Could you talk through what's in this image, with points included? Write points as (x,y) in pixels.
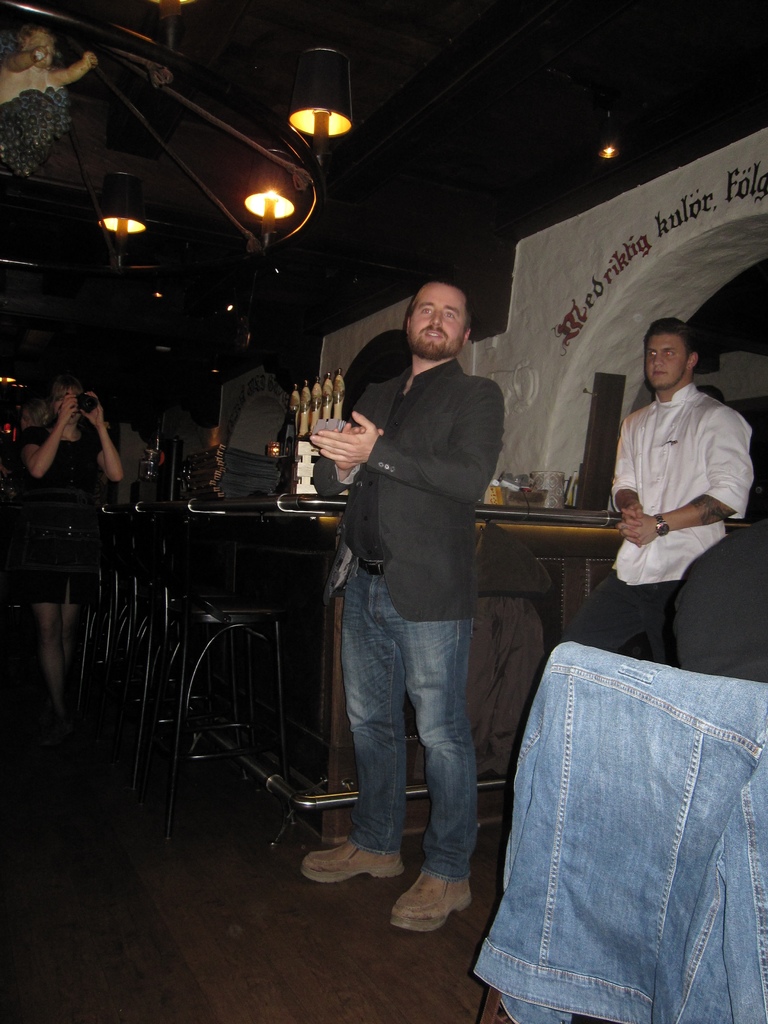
This picture describe about the man (387,631) wearing black color jacket (400,579) and giving a pose into camera. Behind we can see another man (691,412) wearing white color shirt (654,453) watching him. In the background (669,189) we can see white color arch (613,283) and wooden table (140,513) with chairs (184,601). On the top (306,109) we can see hanging chandelier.
